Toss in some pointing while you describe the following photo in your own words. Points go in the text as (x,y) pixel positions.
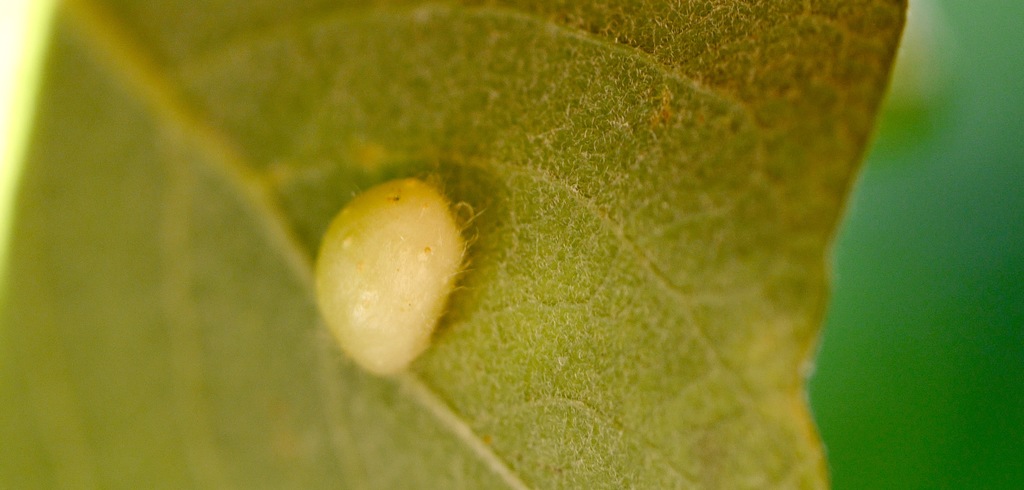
In this image we can see a white color object (364,219) on the leaf (559,188).
